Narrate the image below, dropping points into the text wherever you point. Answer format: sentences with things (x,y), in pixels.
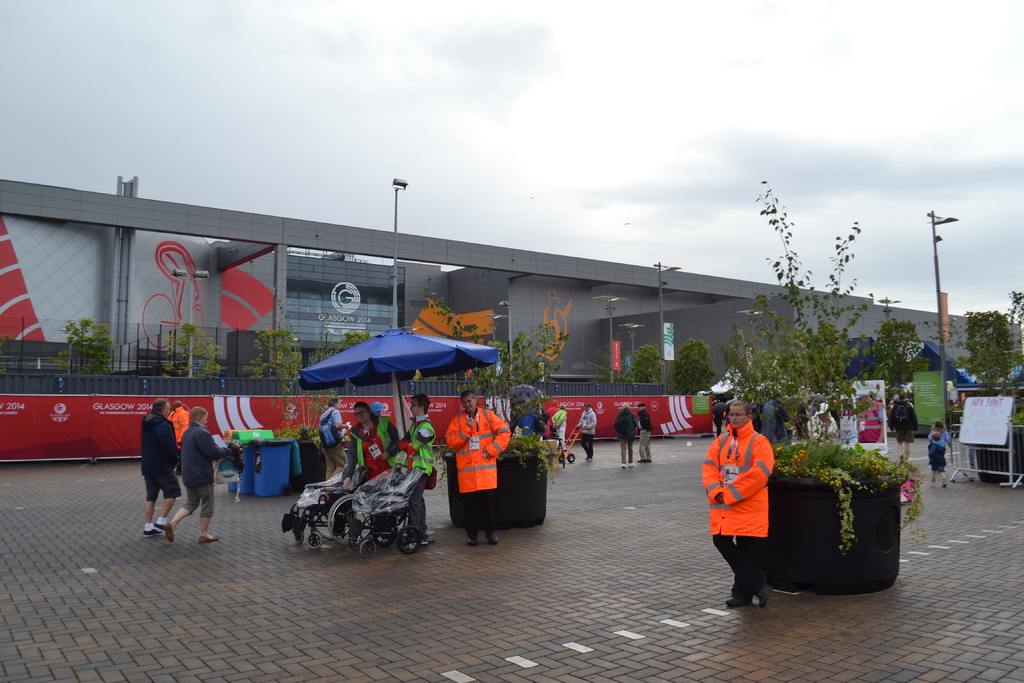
In this image there are group of persons (173,455) standing and walking. In the center (402,358) there is a tent (393,379) which is blue in colour and there are plants (807,450). In the background (157,313) there is a building (239,326) and there are poles (660,315), plants (903,353) and there is a banner (917,409) with some text (935,398) written on it, and the sky (664,98) is cloudy.
